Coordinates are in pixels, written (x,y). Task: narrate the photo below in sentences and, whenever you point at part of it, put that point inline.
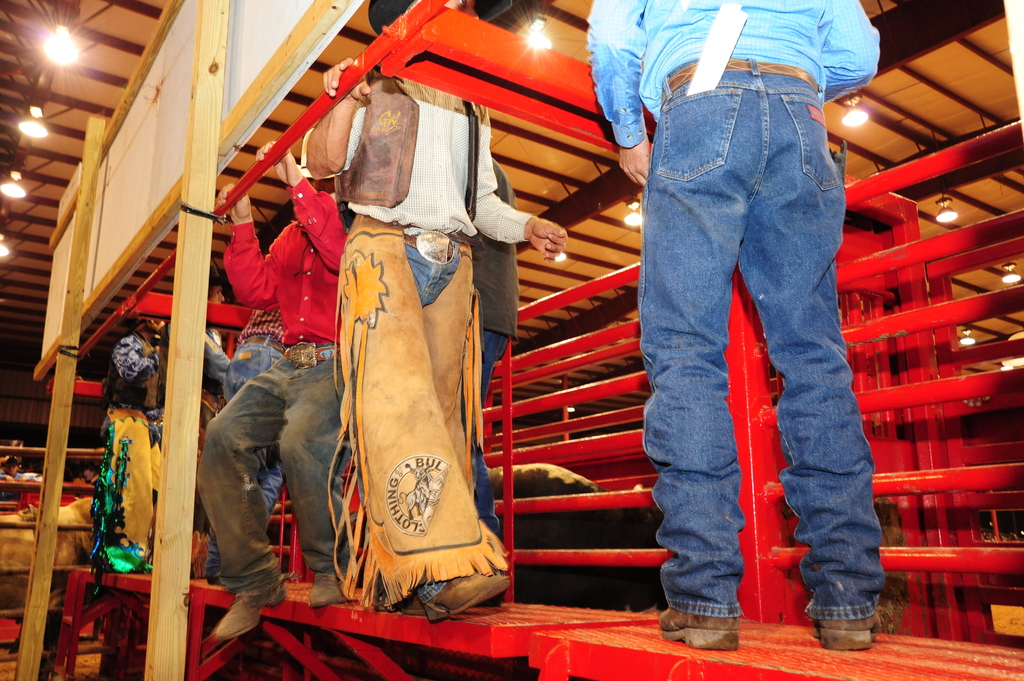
On the right side (774,207) a man (764,220) is standing, he wore trouser (784,285), shoes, a shirt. These are the iron rods (533,429) in red color, in the middle (413,361) a person (468,281) is walking and there are persons (314,323) at here. At the top (540,43) there are lights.
